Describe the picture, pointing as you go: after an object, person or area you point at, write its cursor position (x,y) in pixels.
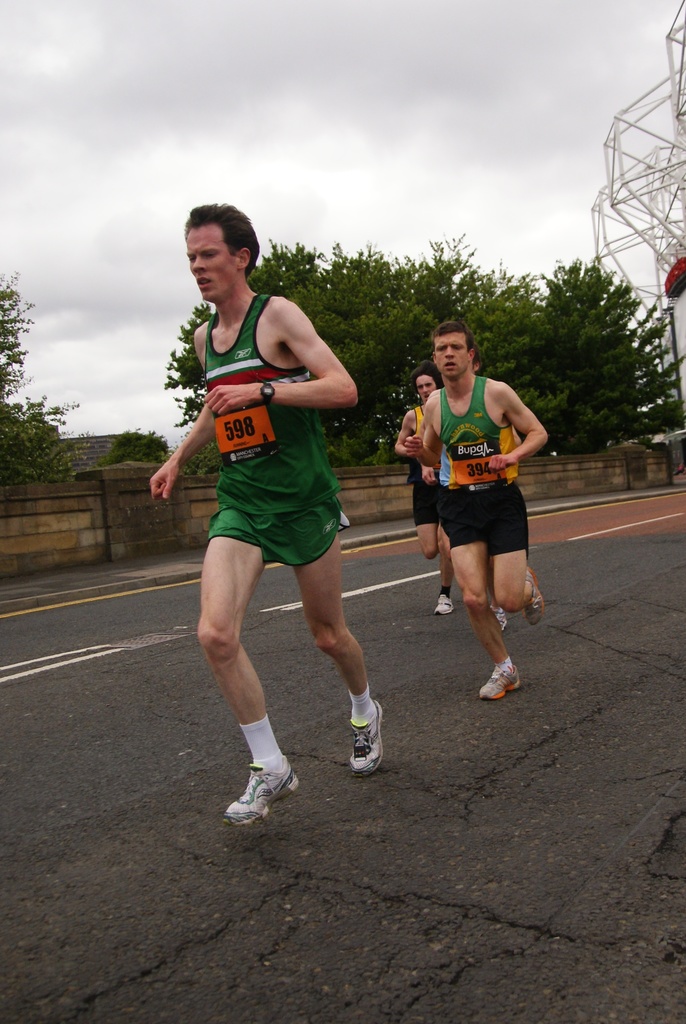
In the center of the image (298,566) we can see people (336,570) running on the road (197,877). In the background (164,420) there are trees (599,315) and sky (399,73). We can see a wall (135,521). On the right (647,308) there is a tower (679,181).
